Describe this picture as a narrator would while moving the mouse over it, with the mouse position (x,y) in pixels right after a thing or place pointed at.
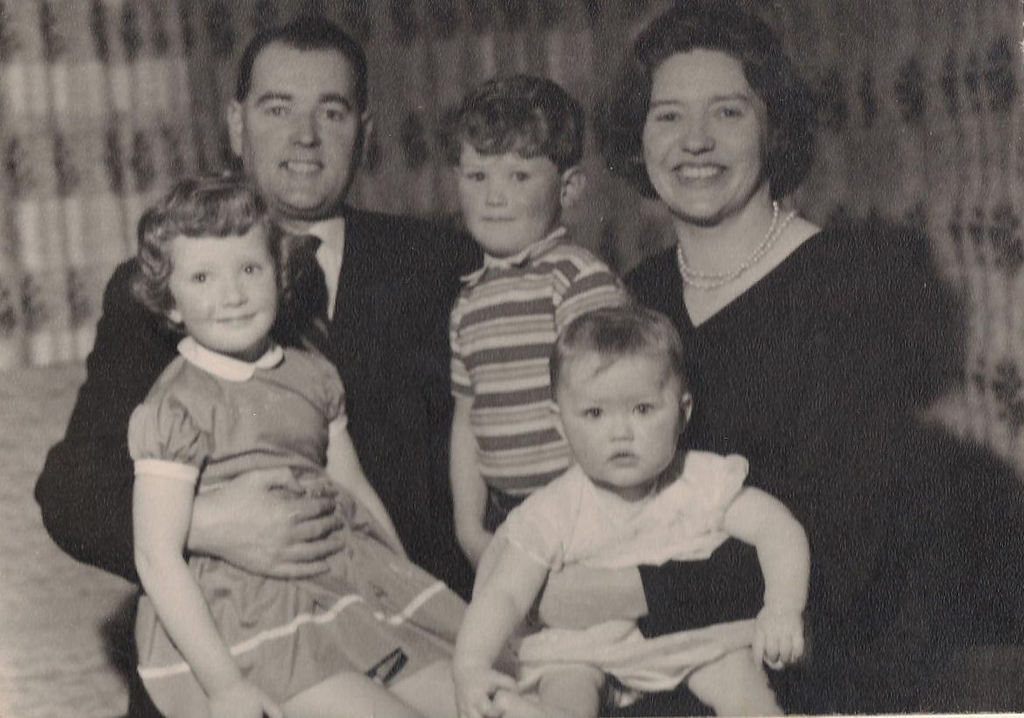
In this image we can see a family (195,278) of five persons (562,380). Here we can see a man (373,391) on the left side (312,249) is wearing a suit (355,278) and a tie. Here we can see a woman (741,198) on the right side (896,305). Here we can see three children (569,335). Here we can see the smile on their faces (511,166).
